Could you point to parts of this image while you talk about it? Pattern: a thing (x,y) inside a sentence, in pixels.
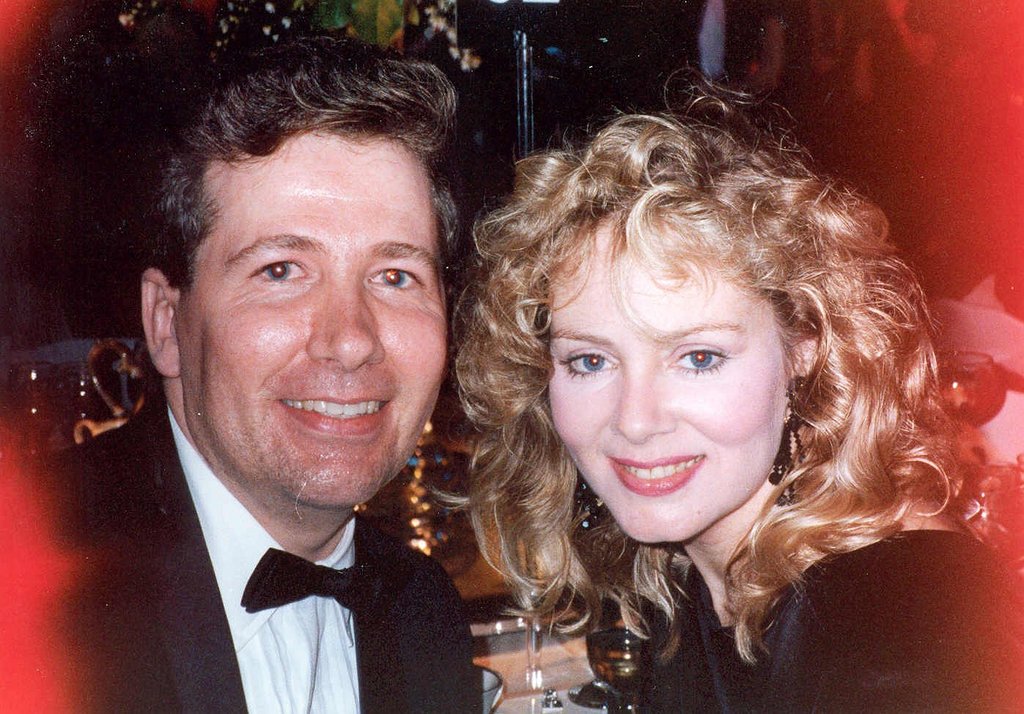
In this image in the foreground (600,466) there is one man (229,612) and one woman (531,445) smiling, and in the background (496,632) there are some objects (25,412) and lights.
